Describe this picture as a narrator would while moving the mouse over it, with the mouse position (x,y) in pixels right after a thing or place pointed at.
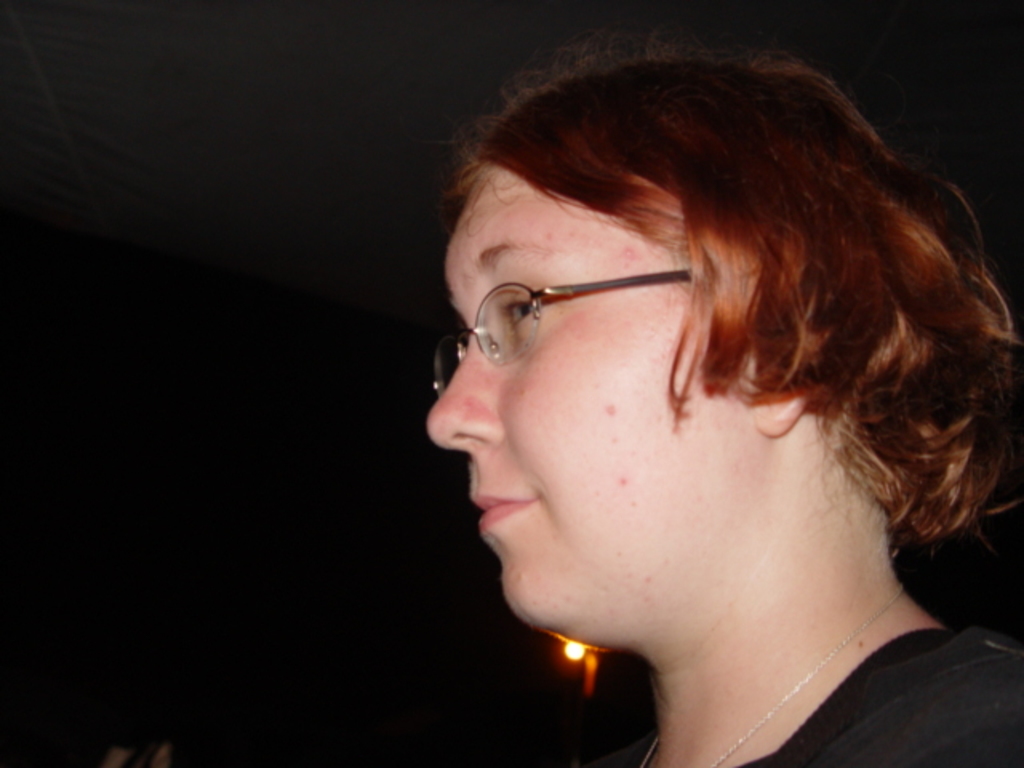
In the foreground of this image (701,577), on the right (717,561), there is a woman (716,668). In the background (586,660), there is a light (579,649) in the dark.
